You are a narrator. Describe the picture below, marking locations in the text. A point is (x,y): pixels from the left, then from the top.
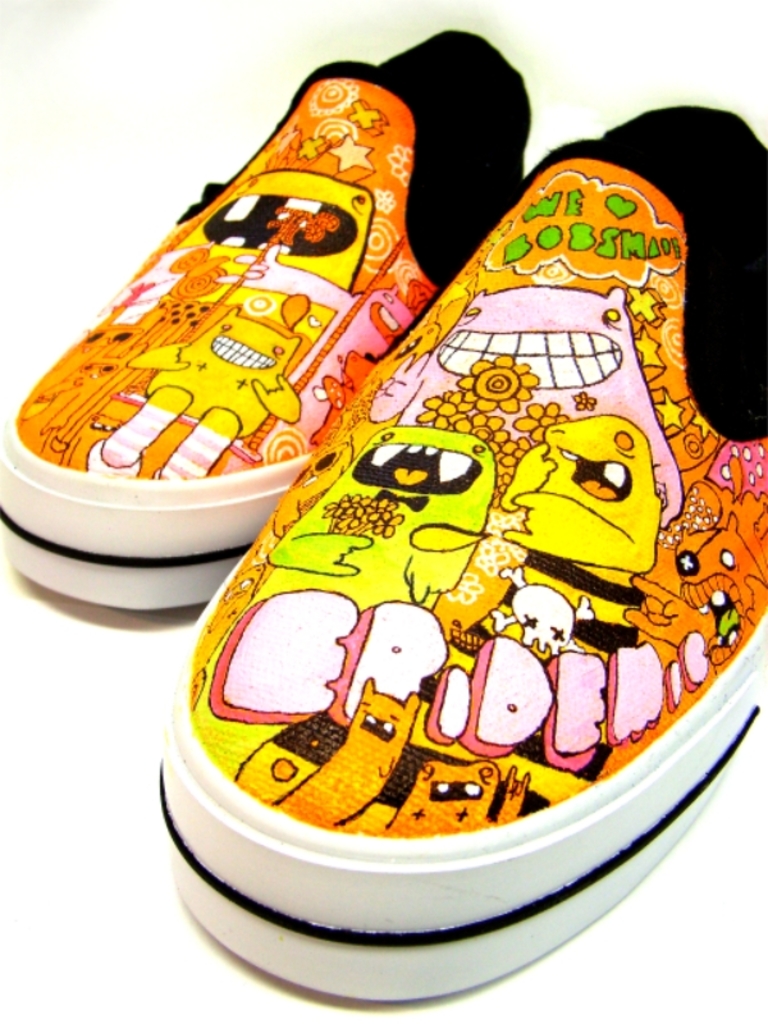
In this picture we can see shoes (378,662) on a platform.
